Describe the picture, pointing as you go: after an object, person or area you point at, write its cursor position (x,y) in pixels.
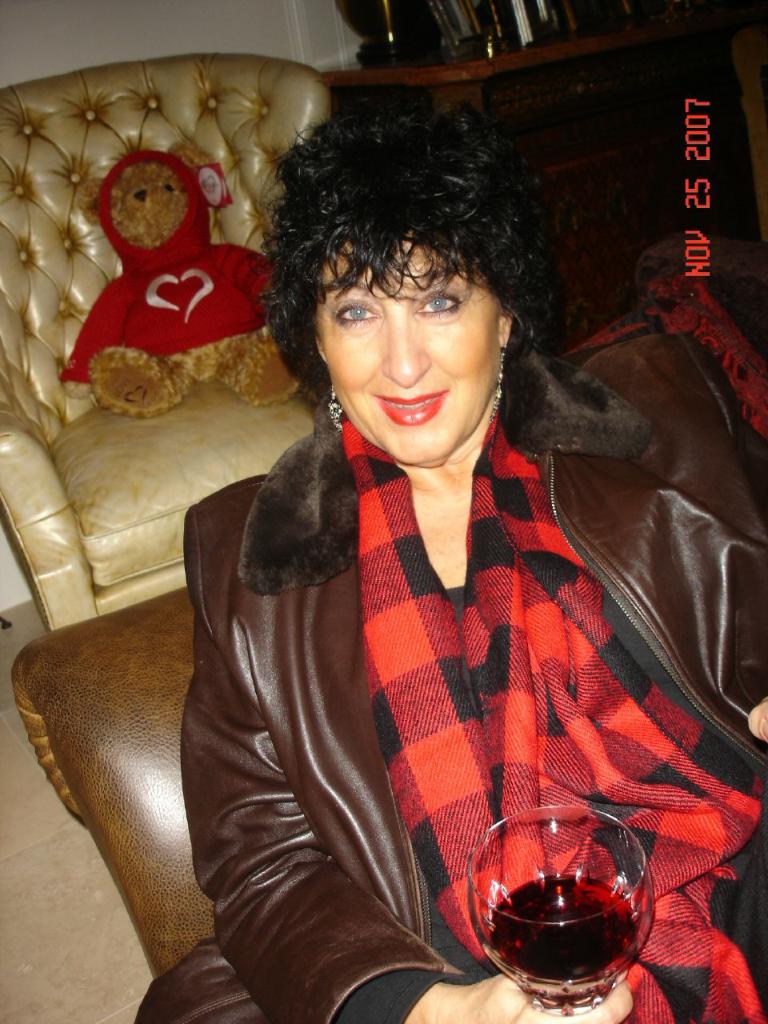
In this picture there is a person (397,938) sitting on the chair (102,698) and holding glass (494,860). We can see chairs (165,505). On the chair (165,505) we can see doll (199,248). On the background (183,11) we can see wall (186,44).
